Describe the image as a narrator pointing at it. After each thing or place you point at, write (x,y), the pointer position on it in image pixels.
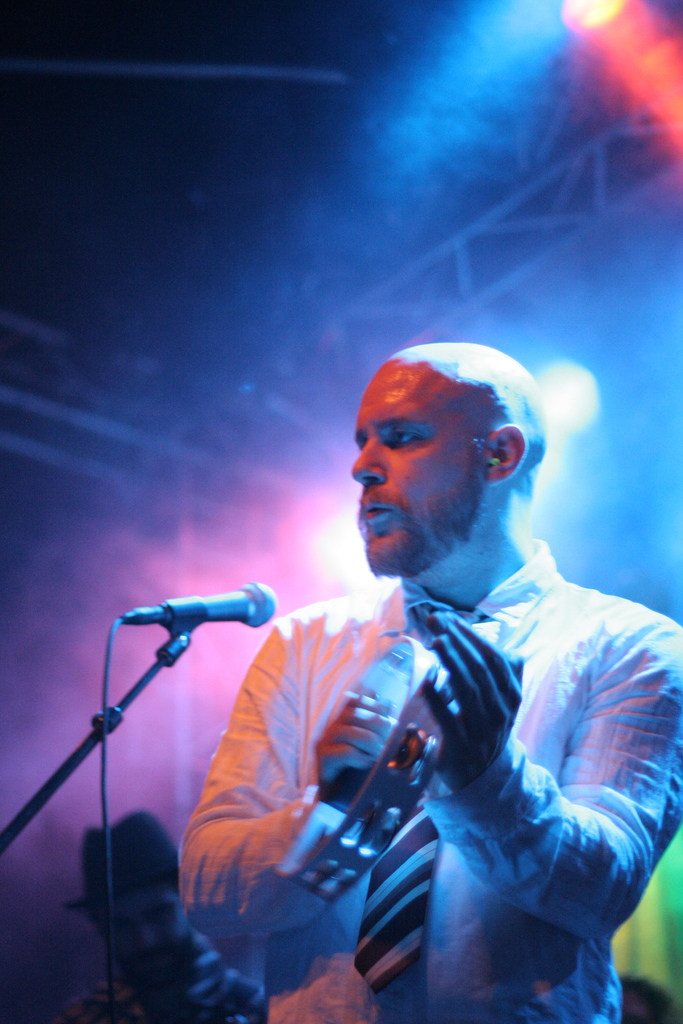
Here I can see a man (419,454) holding a musical instrument (416,717) in the hands (469,684) and looking at the left side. In front of him there is a mike stand (128,698). In the background (141,892), I can see a person (151,928). In the background (586,424) there are few lights (340,590) and a metal stand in the dark.
